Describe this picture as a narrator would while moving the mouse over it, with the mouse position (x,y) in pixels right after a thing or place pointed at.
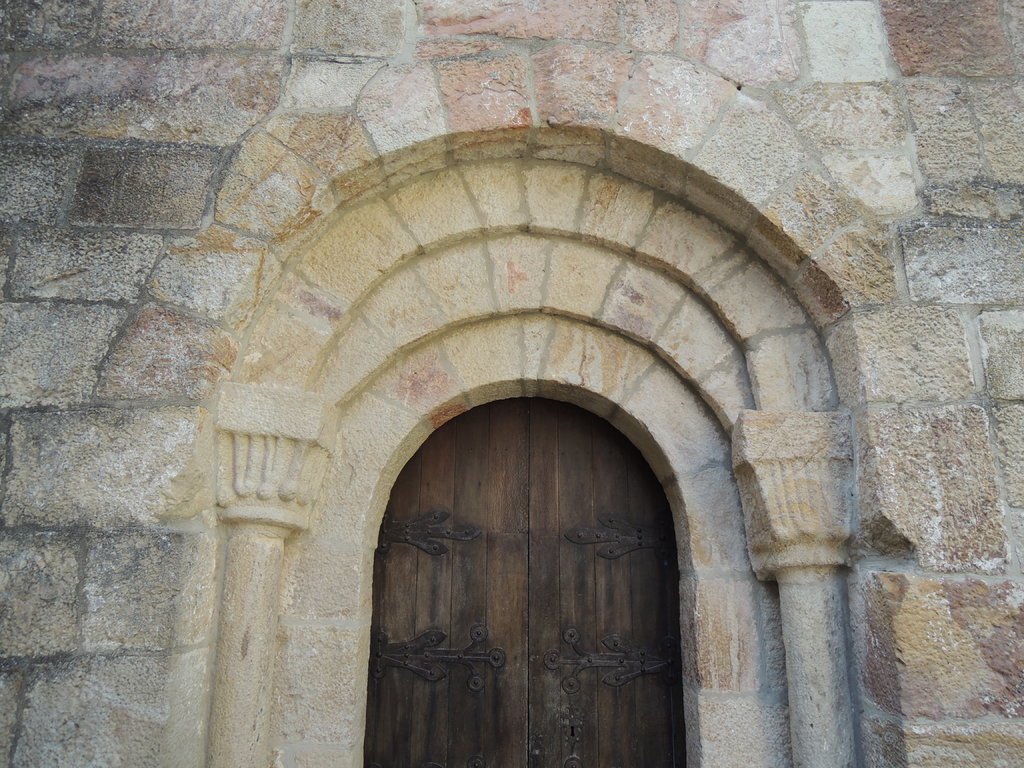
In this image I can see a building (925,253) and wooden door (551,529).
